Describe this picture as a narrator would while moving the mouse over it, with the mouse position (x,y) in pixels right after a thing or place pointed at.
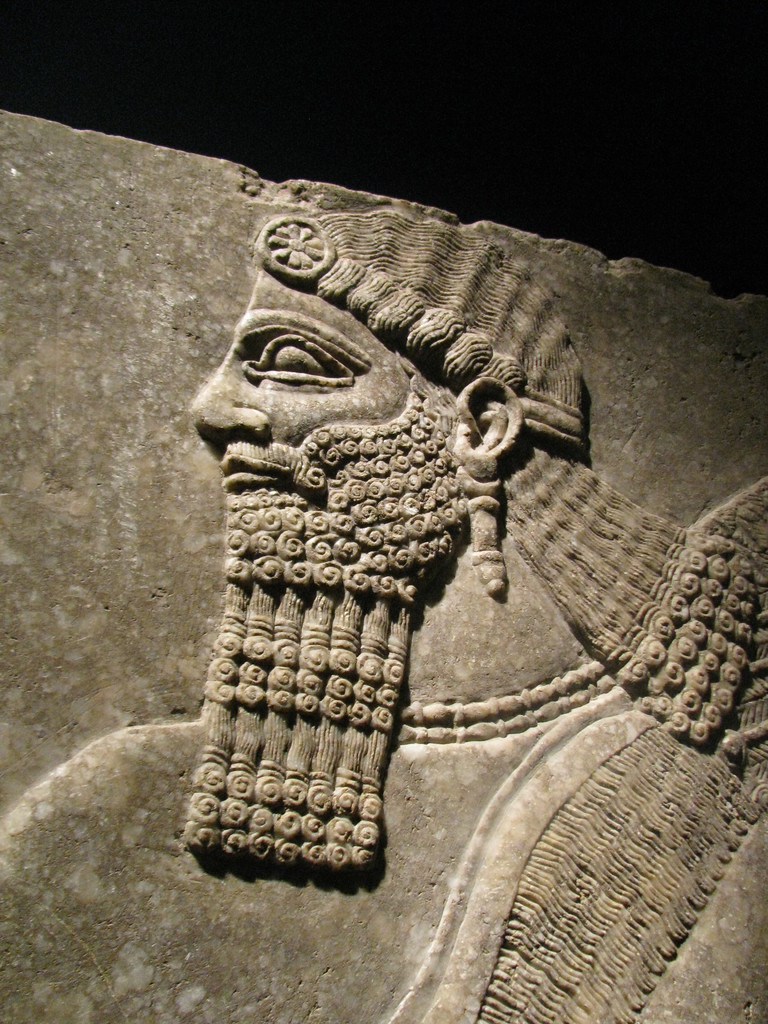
In this image there is carving (276,424) of a person (338,402) on the stone (208,451).
